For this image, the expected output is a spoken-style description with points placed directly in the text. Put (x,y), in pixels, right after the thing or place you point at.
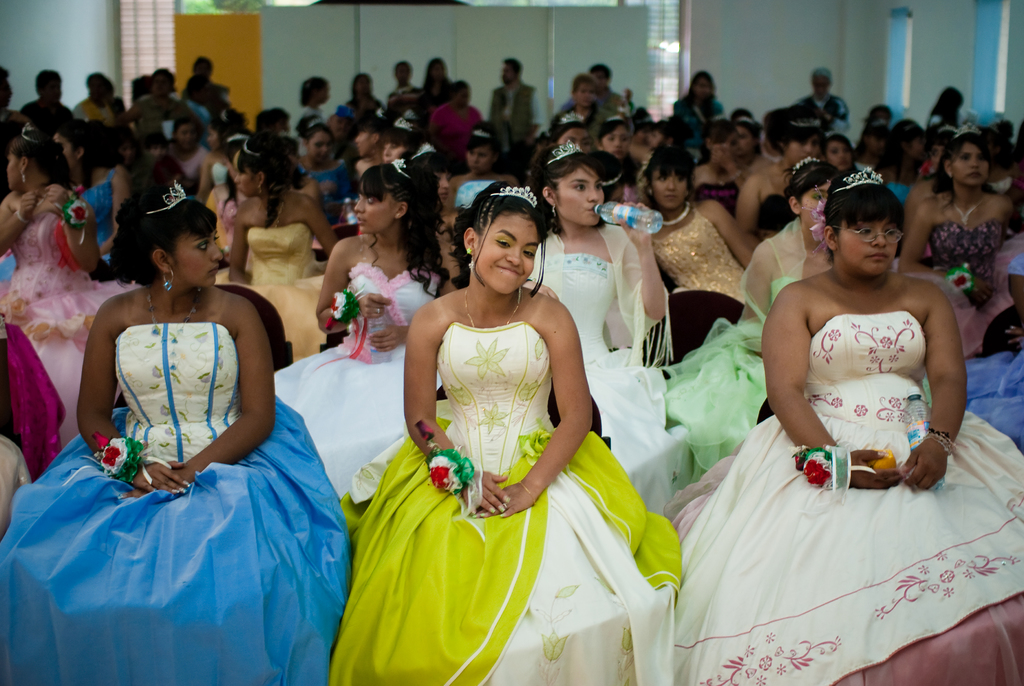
In this picture there are group of people (598,269) sitting and there is a woman (604,288) sitting and drinking. At the back (144,21) there are windows (141,8). Behind the windows (143,44) there are trees (208,8).
